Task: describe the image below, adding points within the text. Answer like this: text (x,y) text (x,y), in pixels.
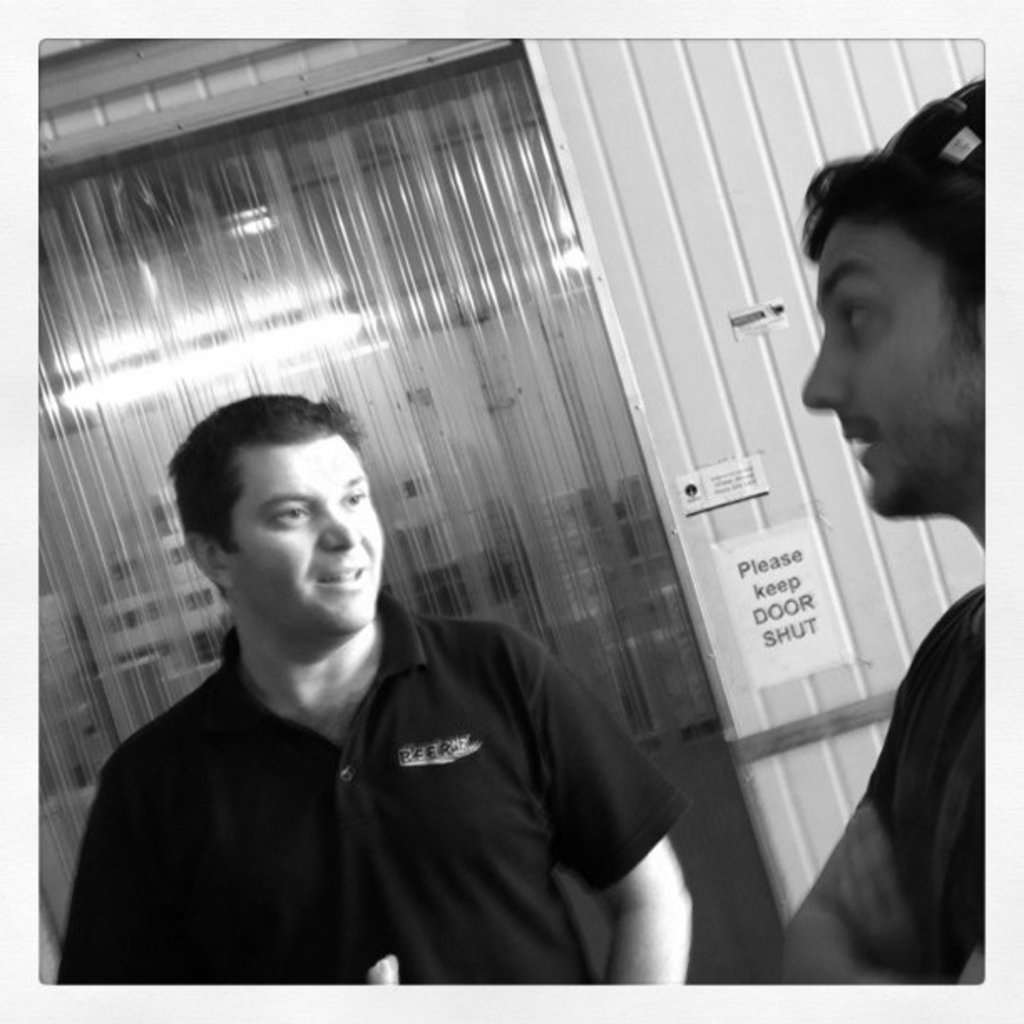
This is a black and white image. In the image there are two men (201,840) standing. Behind them there is a wall (748,338) with posters (746,557) and also there is a door (189,404).
